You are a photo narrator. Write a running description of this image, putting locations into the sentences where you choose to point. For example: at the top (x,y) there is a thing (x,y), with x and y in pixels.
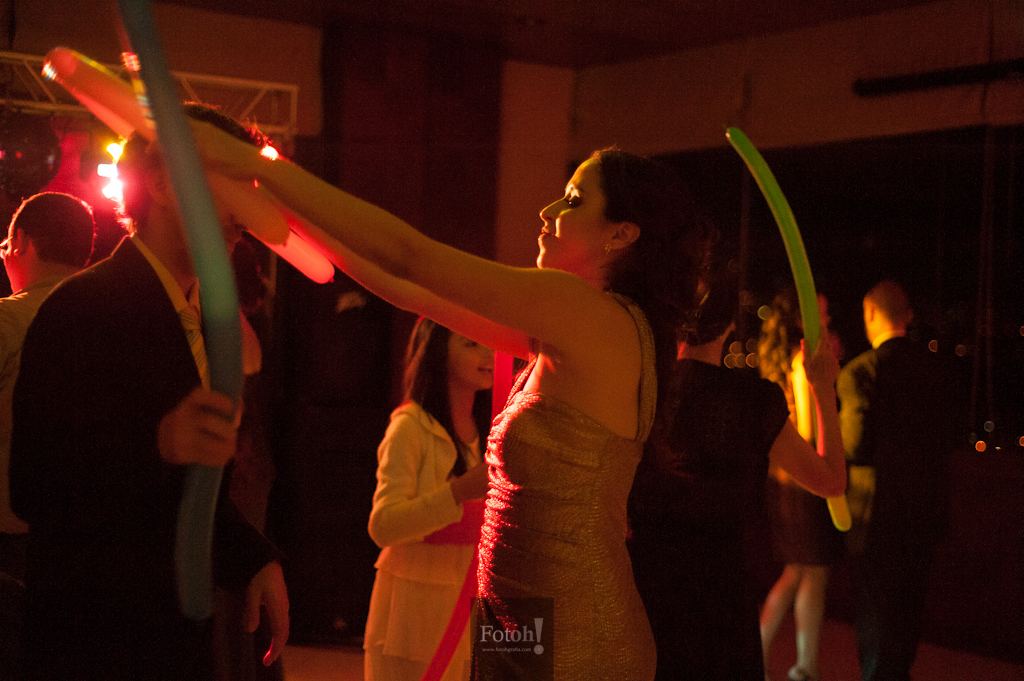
In this picture we can see a group of people (90,499) standing and some people (178,248) are holding balloons (176,147) with their hands (219,172). In the background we can see the lights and some objects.
